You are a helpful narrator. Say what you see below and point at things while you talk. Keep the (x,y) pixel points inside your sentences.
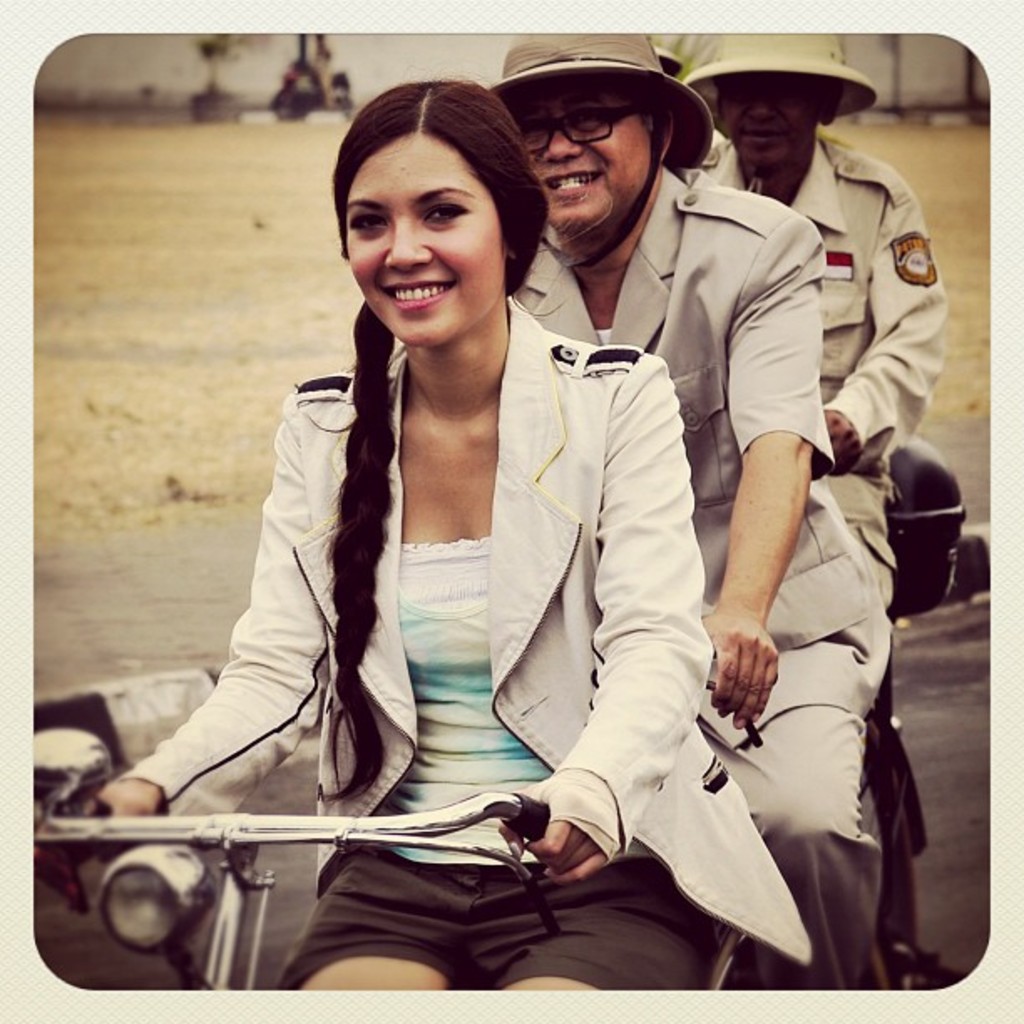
This image consists of a woman (445,361) cycling on the road (114,962). And there are two men (763,299) wearing hats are also riding bicycles (904,483). At the bottom (126,959), there is a road (86,928). In the background (110,334), there is dry ground (183,360).
